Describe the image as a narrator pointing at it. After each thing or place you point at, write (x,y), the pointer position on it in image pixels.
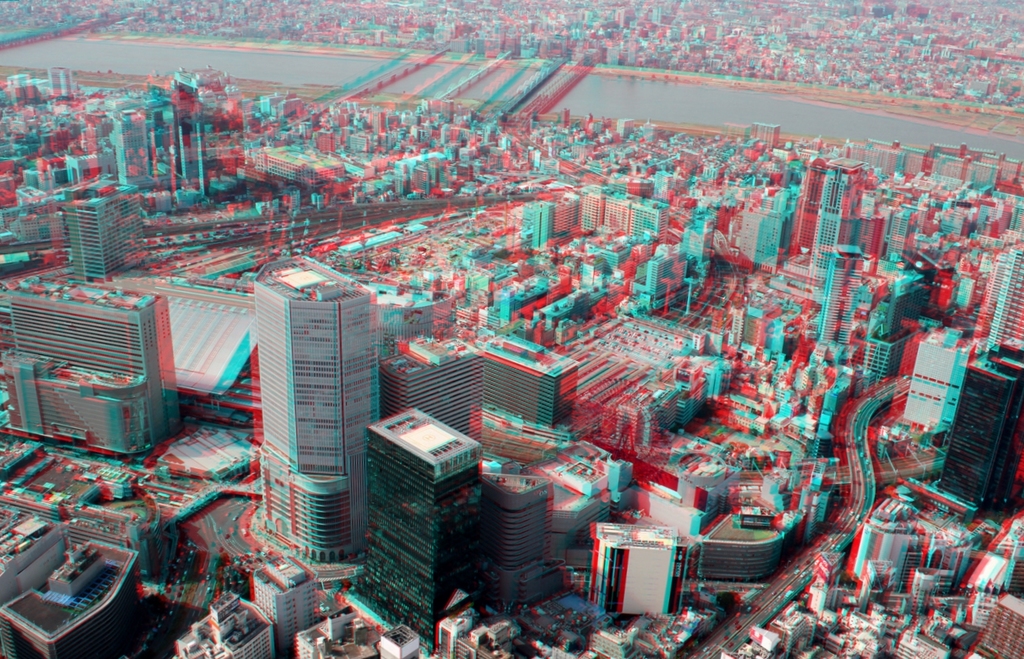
There are many buildings (414,390), vehicles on the roads (226,491) and there is water (606,105) at the back (4,57).
